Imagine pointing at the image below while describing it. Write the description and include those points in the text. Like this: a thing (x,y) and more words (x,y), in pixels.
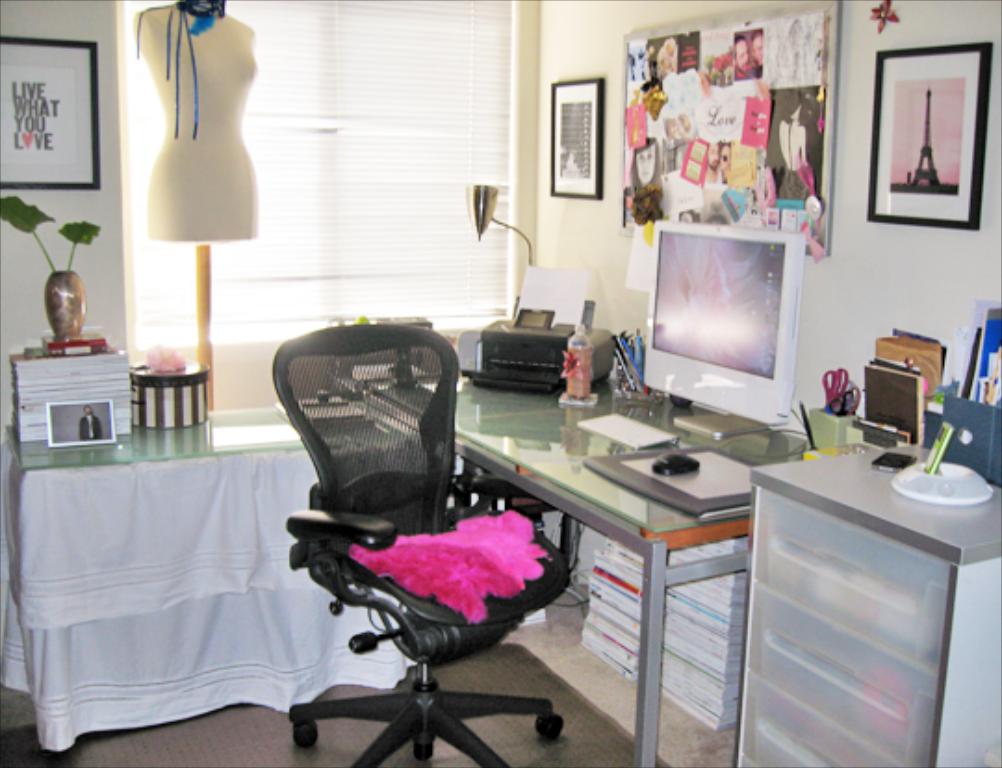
In this picture we can see a chair (287,405), tables (290,481), monitor (662,350), bottle (574,393), mouse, keyboard (623,425), pen stand (831,431), books (902,350), drawers (847,579) of a desk (854,583), machine (525,373), flower vase (69,306), window (444,185) with curtain (440,129), frames (951,161) on walls (37,198), scissors (836,408), papers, photo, mannequin (155,70) and some objects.
